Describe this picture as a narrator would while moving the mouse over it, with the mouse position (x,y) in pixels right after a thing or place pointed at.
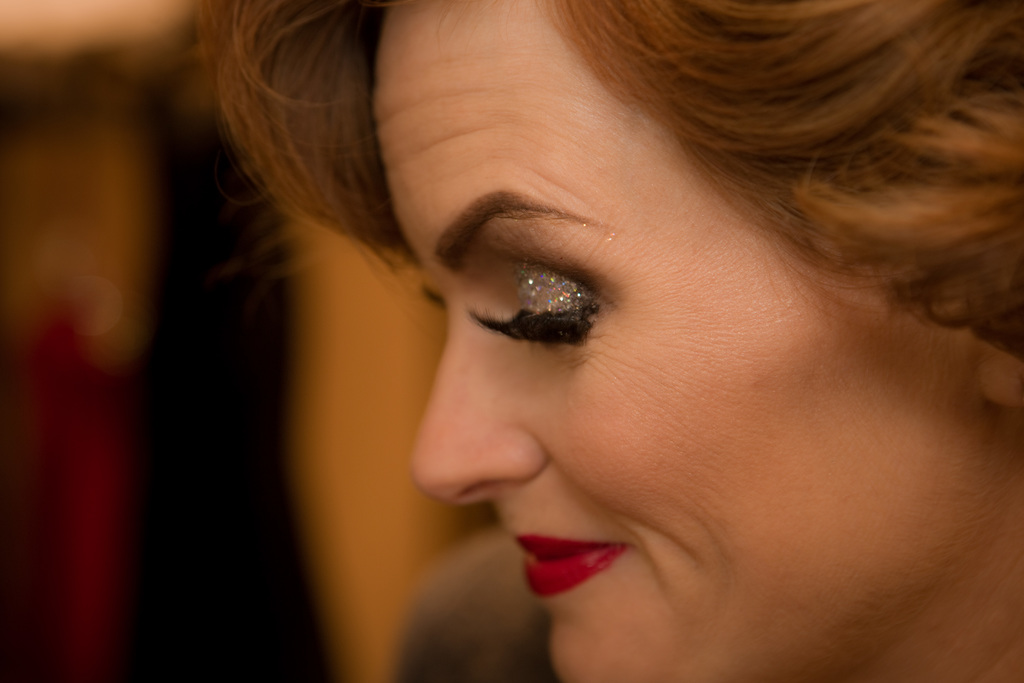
In this image we can see a lady (306,43) with a glitter eyeshadow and the background (406,518) is blurred.
